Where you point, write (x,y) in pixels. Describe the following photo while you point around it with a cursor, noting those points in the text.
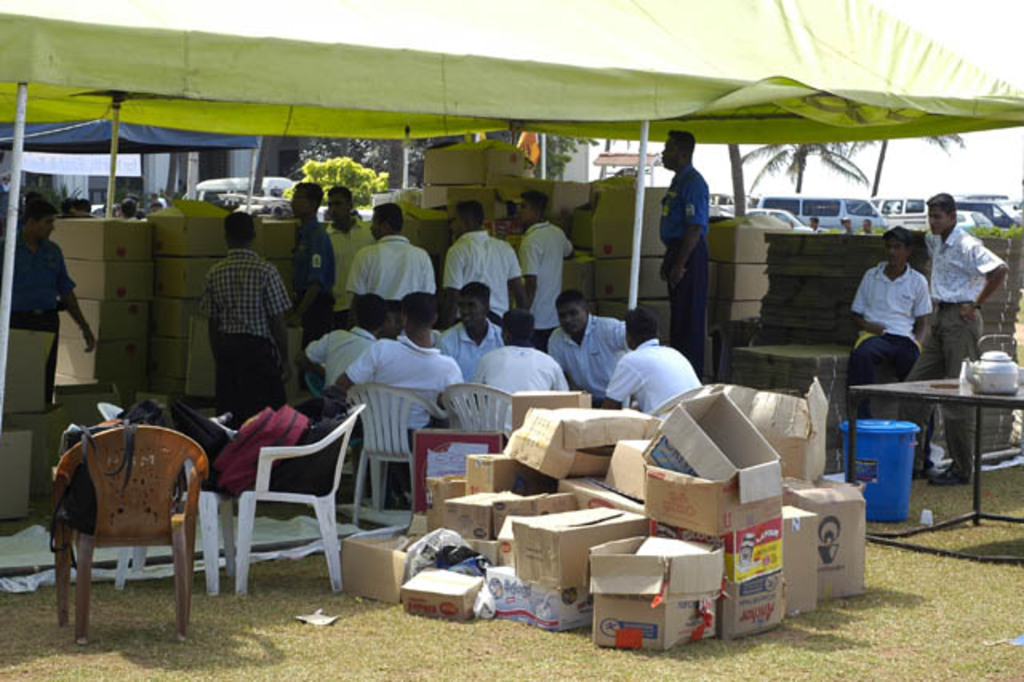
In the picture I can see cardboard boxes (545,523), bags (264,431) kept on the chairs (117,536), few people (613,397) sitting on the chairs (412,395), we can see blue color tub (904,475), a kettle (999,370) is placed on a table (958,379), a few people (951,471) standing, we can see tents (880,51), cardboard boxes (721,230) placed here, we can see vehicles (969,210) parked there, we can see trees (846,168) and the sky (720,174) in the background (1006,56).
